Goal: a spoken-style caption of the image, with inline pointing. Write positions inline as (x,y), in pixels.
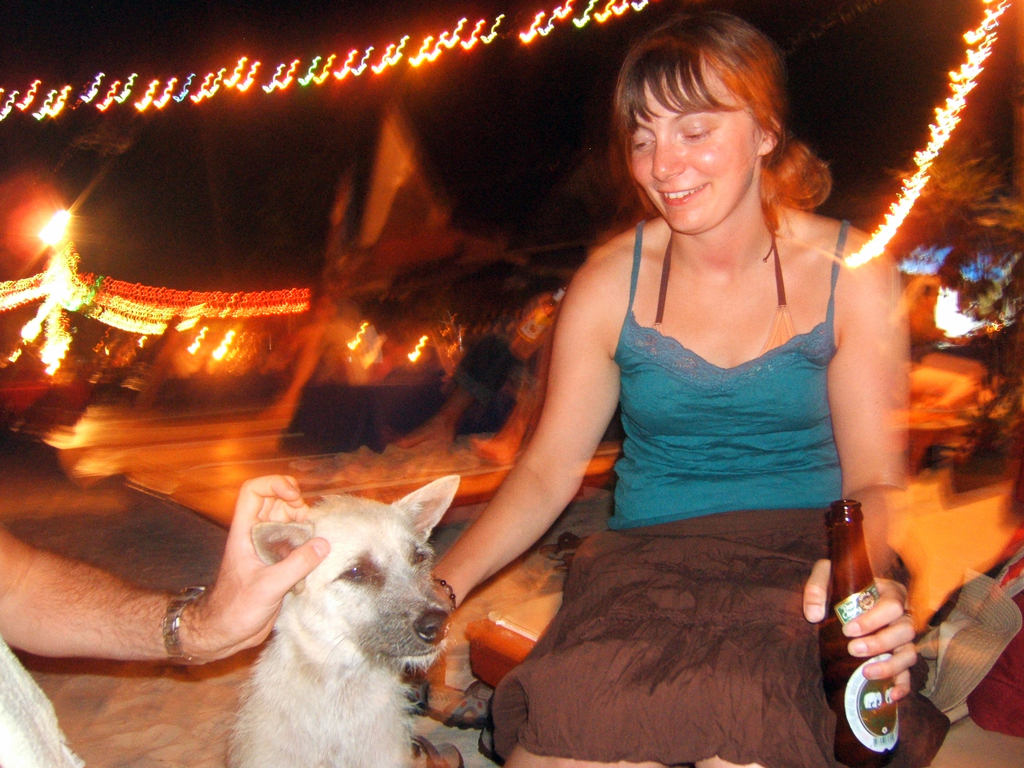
In this image I see a woman (668,299) who is sitting and I see that she is holding a bottle (871,599) in her hand (897,643) and I see that she is smiling and I see that she is wearing blue color top (740,423) and I see a dog (296,735) over here which is of white and grey in color and I see a person's hand (126,633) over here and I see that it is blurred in the background (1008,247) and I see the lights (40,230) and it is dark over here and I see the path (232,483).
